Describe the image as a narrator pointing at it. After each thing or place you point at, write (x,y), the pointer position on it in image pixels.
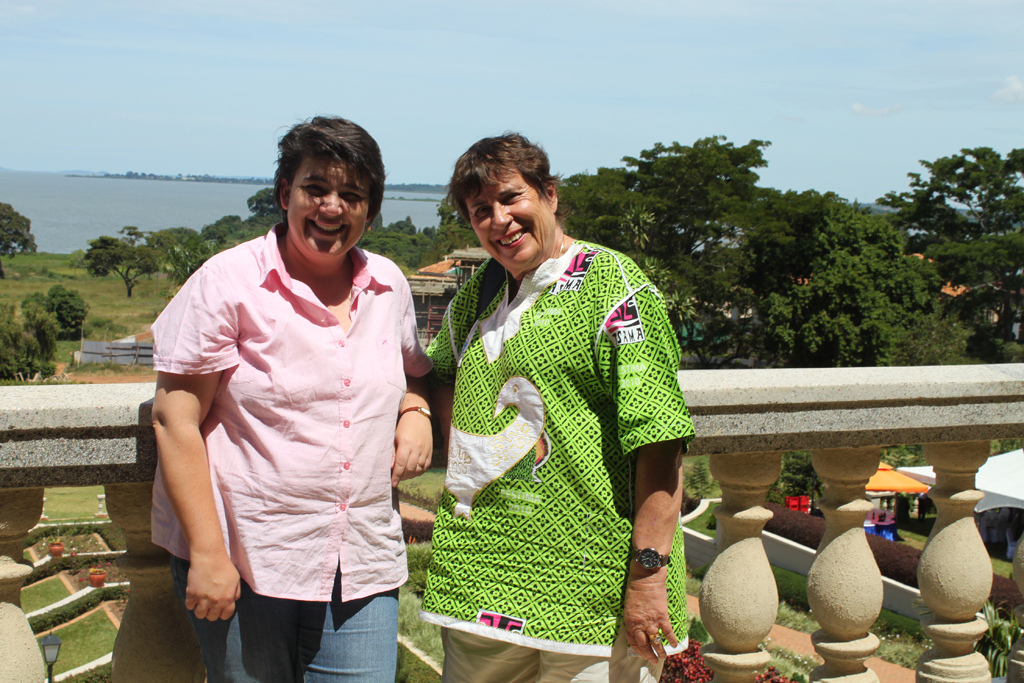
This image is taken outdoors. At the top of the image (155,97) there is a sky (459,46) with clouds (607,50). In the middle of the image (508,298) two women (393,395) are standing on the floor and they are with smiling faces (317,253). There is a railing (845,549). In the background (85,205) there is a sea (112,199) with water (112,199) and there is a ground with grass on it. There are many trees (31,361) and there are a few stalls (985,481).
